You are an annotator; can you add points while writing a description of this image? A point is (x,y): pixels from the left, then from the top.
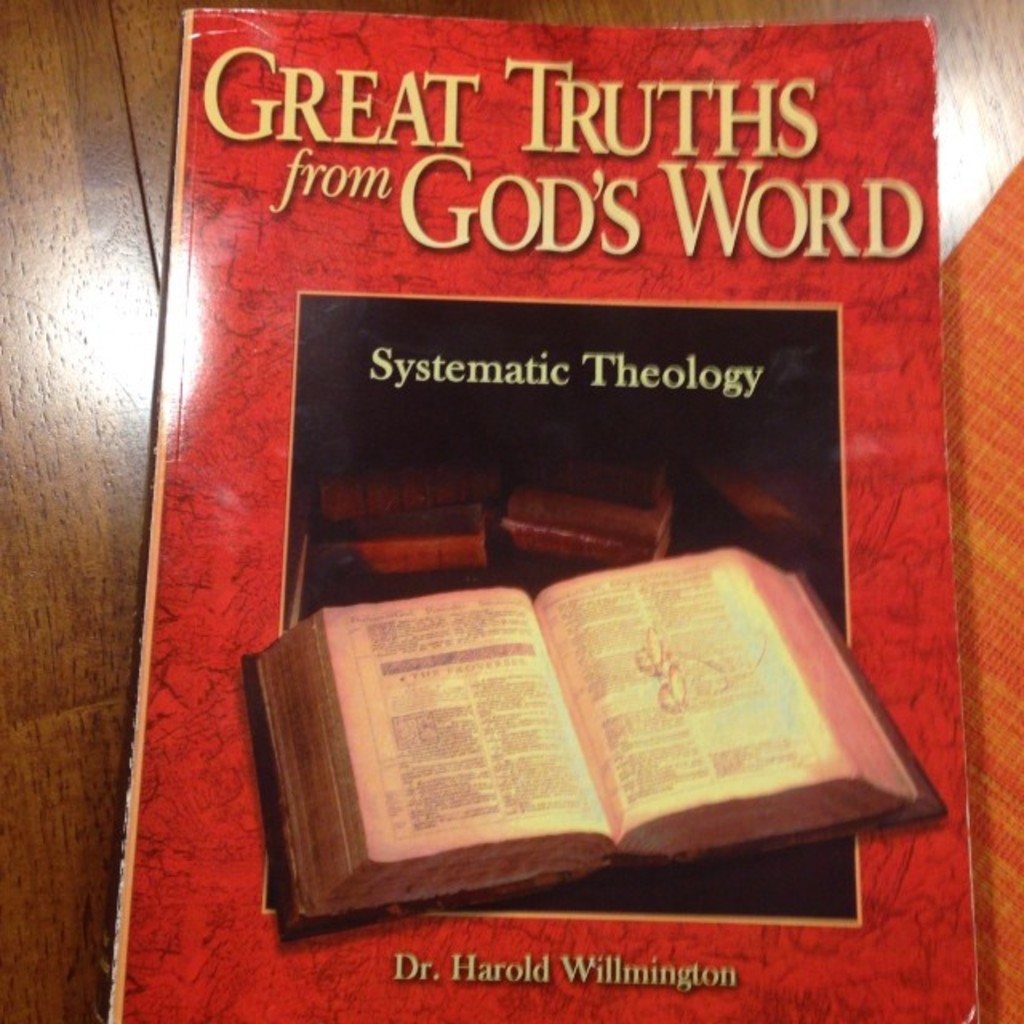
In this image we can see there is a table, on the table (74,334), we can see the book (631,648) with text (466,216) and image (446,534).
